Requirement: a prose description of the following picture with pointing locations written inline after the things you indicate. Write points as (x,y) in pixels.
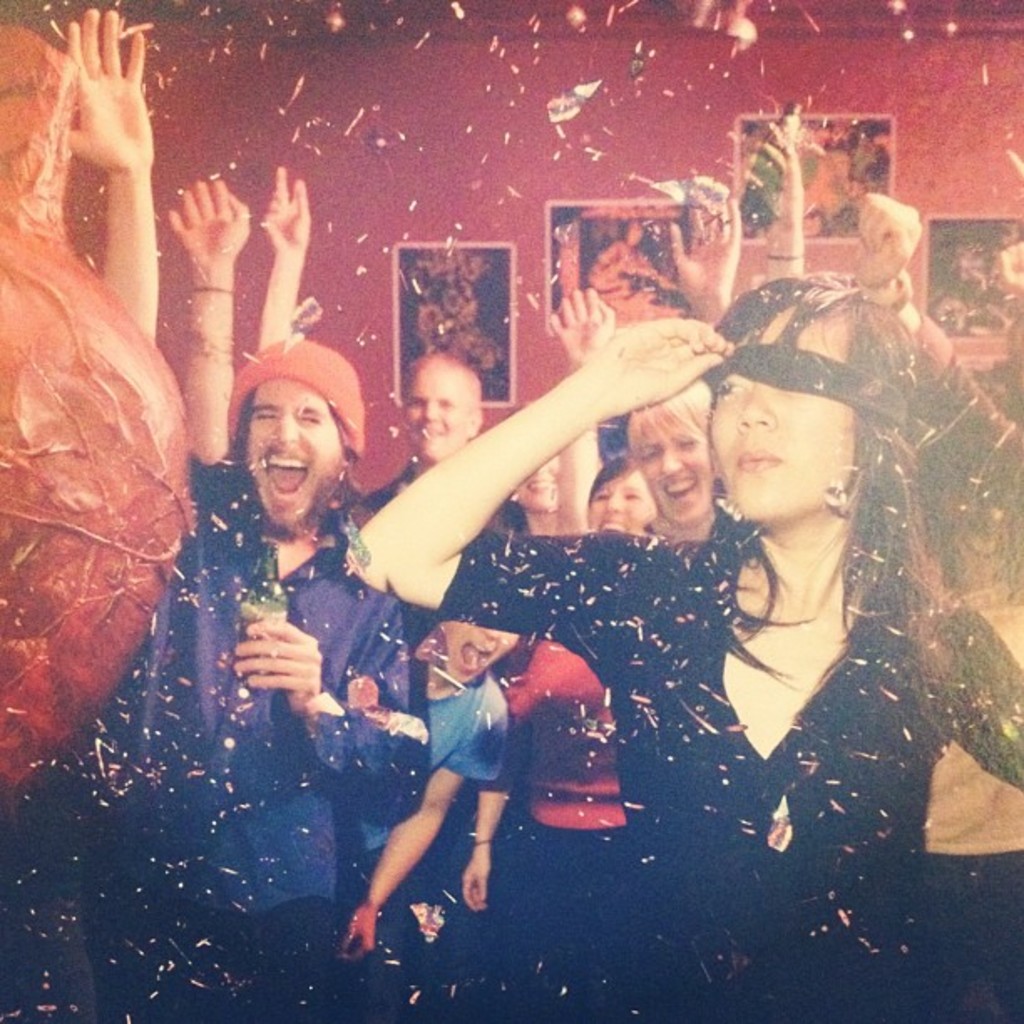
In this image we can see a few people (313,754), one of them is holding a bottle (270,568), there are some photo frames (846,159) on the wall (529,159), also we can see some papers (745,39).
